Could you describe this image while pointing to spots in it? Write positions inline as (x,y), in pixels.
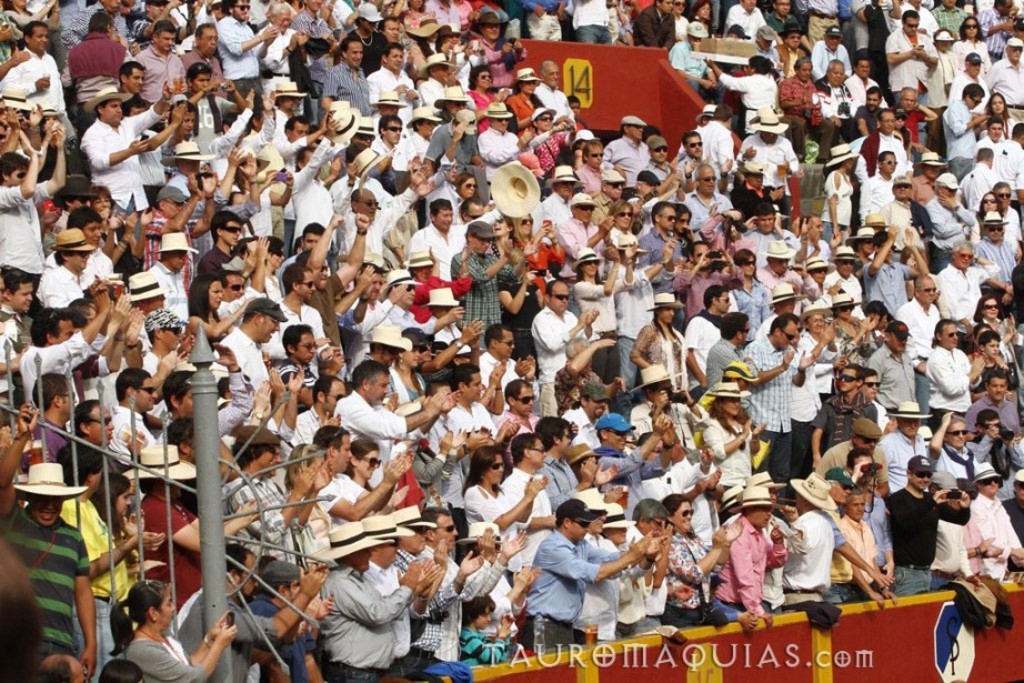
In this image I can see in the middle (347,412) a group of people (450,327) are standing, few of them are wearing hats (749,368). On the left side (216,457) it looks like an iron grill (212,428), at the bottom (731,645) there is the watermark (732,659).
